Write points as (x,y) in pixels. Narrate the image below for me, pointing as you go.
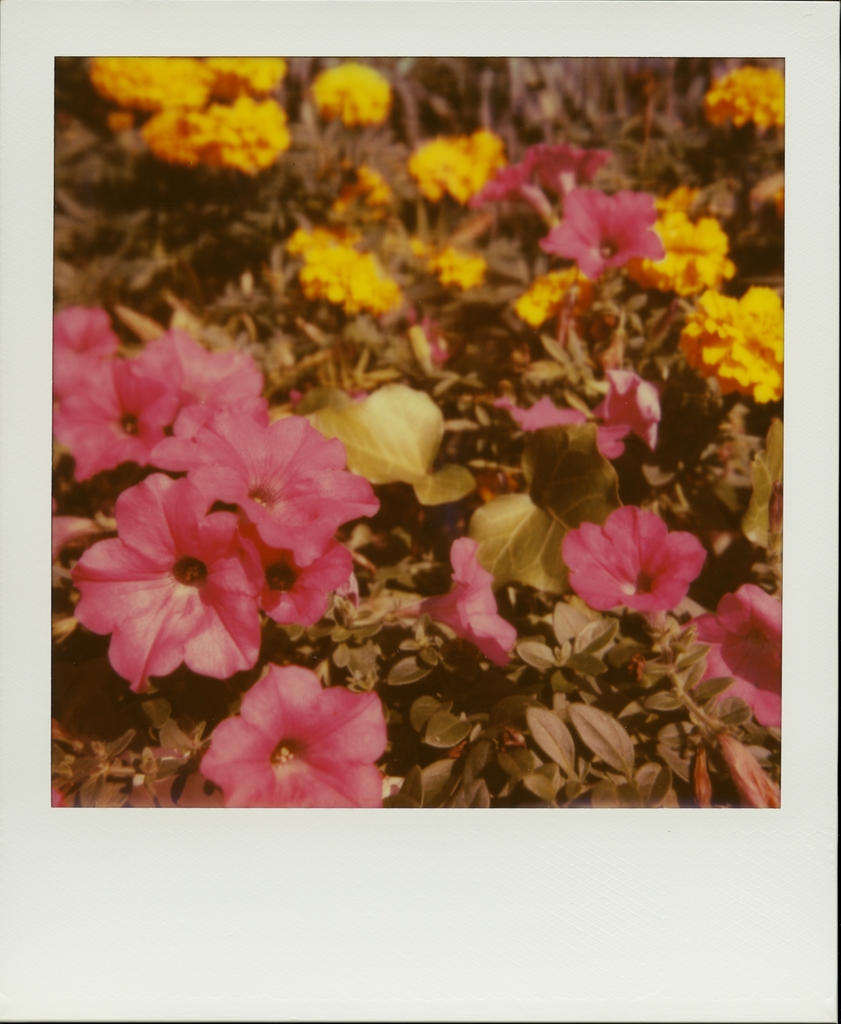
There is a photograph of pink and yellow flower plants (568,185).
